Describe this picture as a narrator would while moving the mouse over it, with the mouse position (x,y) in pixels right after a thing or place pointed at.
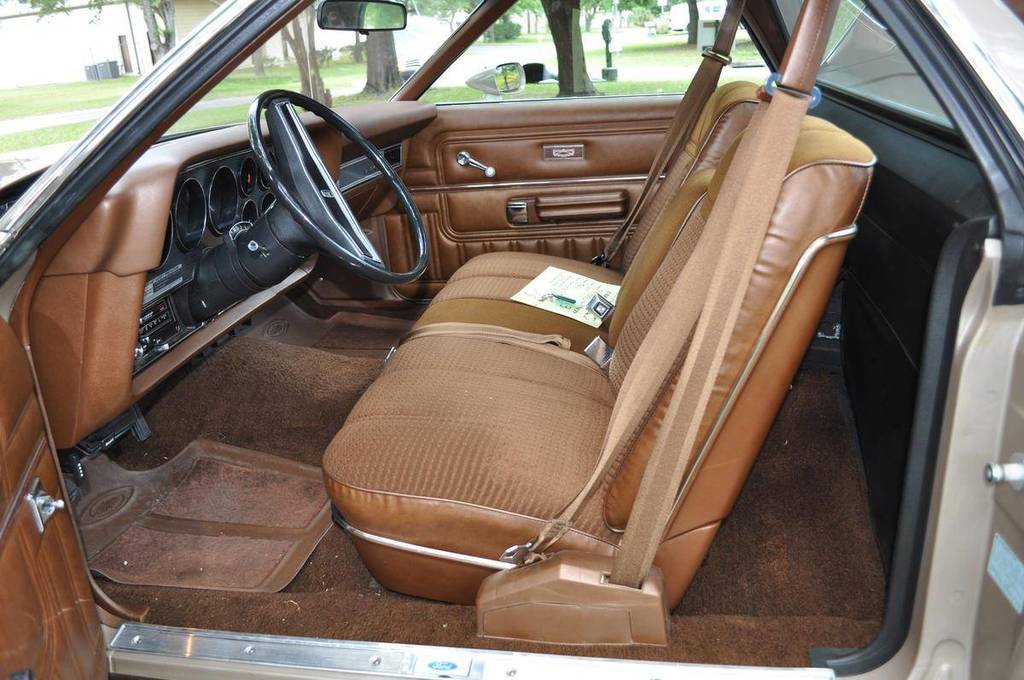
In this image I can see inside view of a car (748,325) and I can see steering (232,253) and seat (627,367) and mirror (341,11) and window (298,62).
